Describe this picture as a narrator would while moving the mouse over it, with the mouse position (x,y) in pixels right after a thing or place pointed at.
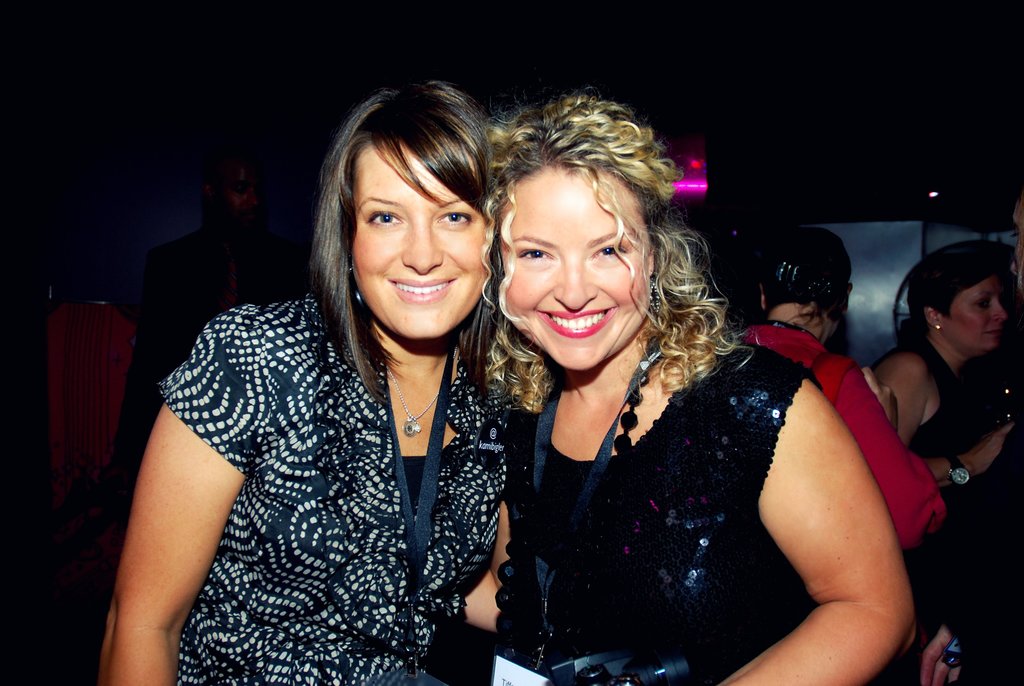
In front of the picture, we see two women (564,405) who are wearing black dresses (538,544) are standing. They are smiling. They are wearing ID cards (540,568) and they are posing for the photo. Behind them, we see people (876,426) are standing. Behind them, we see something in white color. In the background (864,211), it is black in color.
